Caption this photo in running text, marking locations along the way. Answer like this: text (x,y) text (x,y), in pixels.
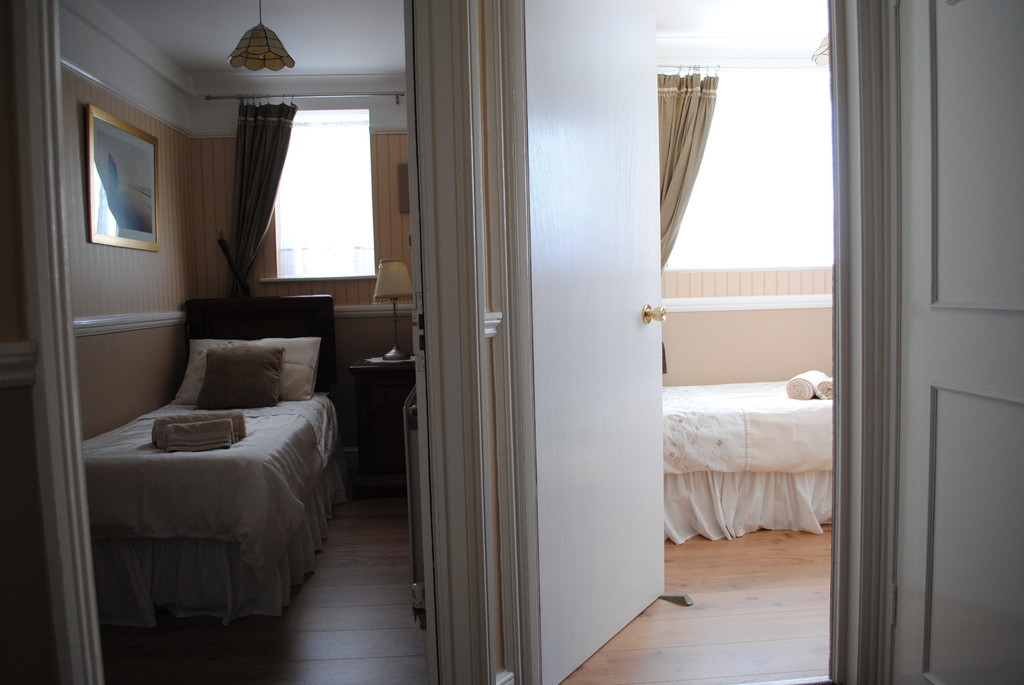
There are two white beds (319,427) in two different rooms (712,422).
